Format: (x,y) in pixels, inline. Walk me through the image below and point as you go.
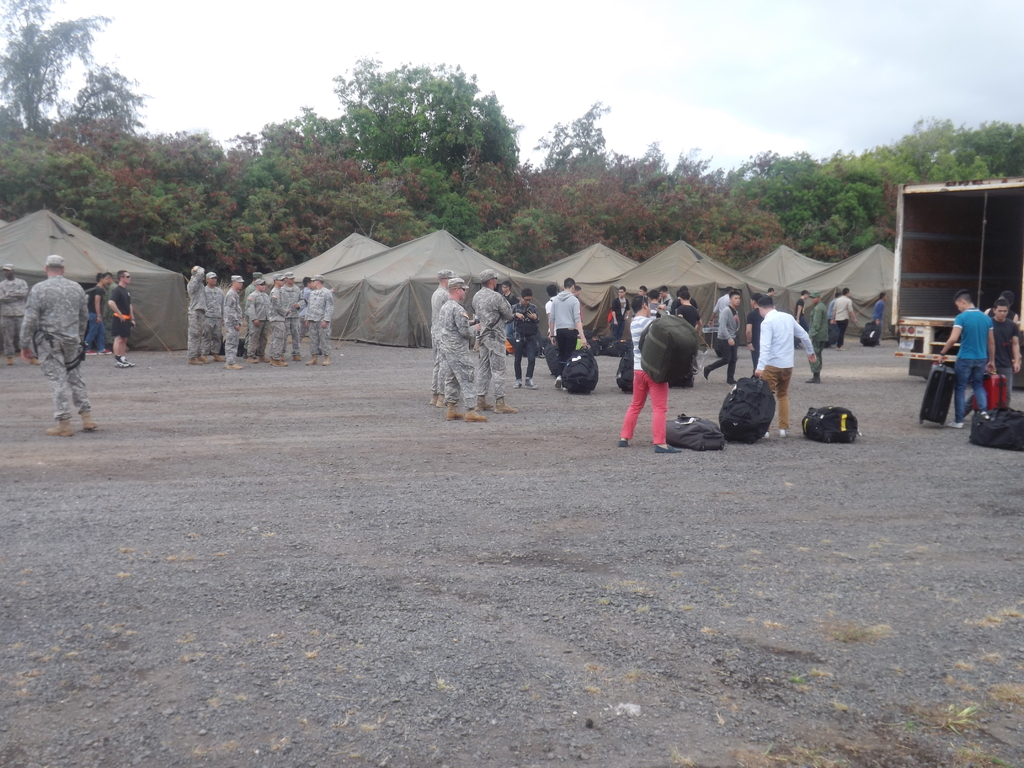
In this image I can see the group of people (727,345) with different color dresses (766,367) and few people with military uniforms (53,372). I can see few people (620,446) are holding the bags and few bags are on the ground (435,526). In the background (630,296) I can see the vehicle (896,282), tents (167,318), many trees (237,207) and the sky (442,59).
